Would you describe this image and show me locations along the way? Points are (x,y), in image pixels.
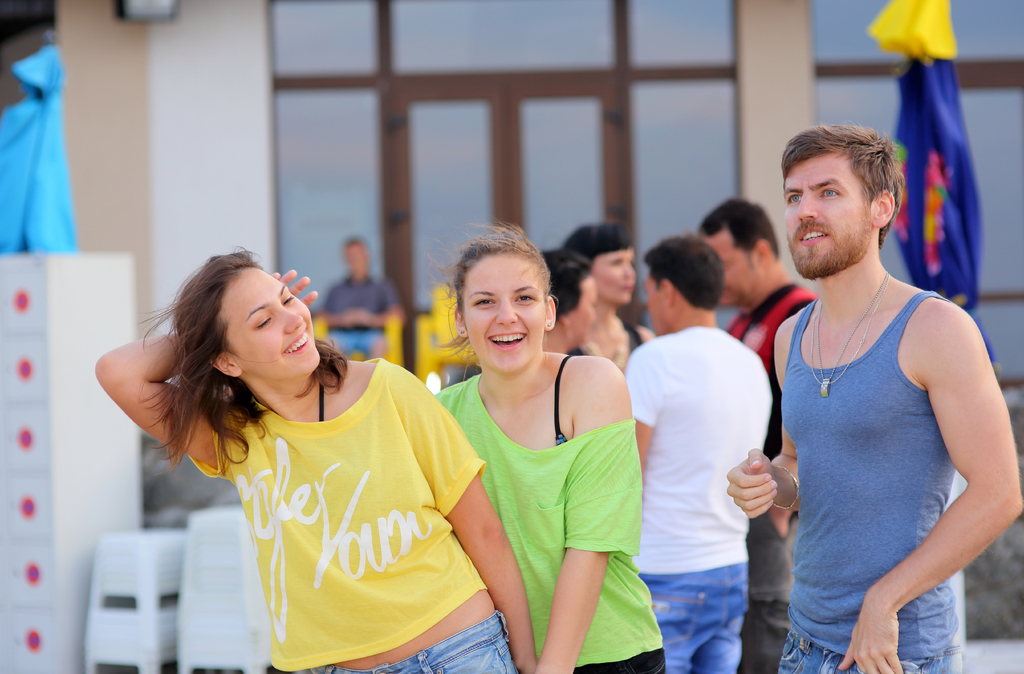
This picture seems to be clicked outside. In the center (570,294) we can see the group of persons (672,364) standing. In the background (926,93) we can see a person (366,305) sitting on a yellow color chair (395,333) and there are some objects (132,642) placed on the ground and we can see a building (542,66), cloth (961,141) and some other objects (16,412).
